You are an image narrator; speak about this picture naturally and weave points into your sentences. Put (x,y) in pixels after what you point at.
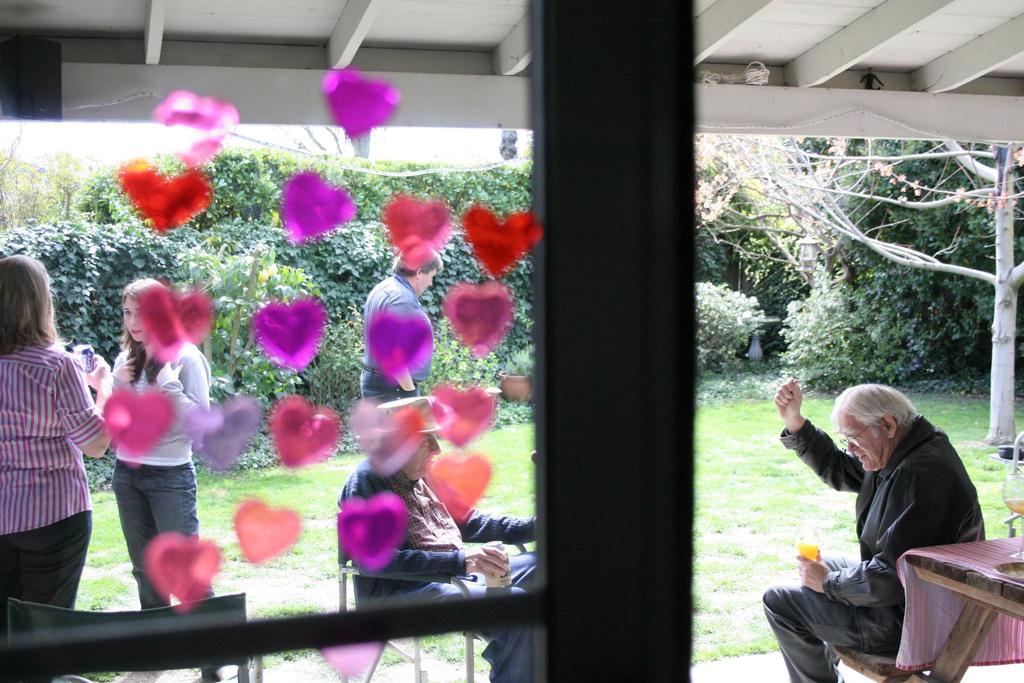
In this picture These two persons (410,570) sitting on the chair (890,666). There is a table (955,589). On the table (964,556) we can see glass (1018,487). This person (859,526) holding glass (814,539). These three persons (417,290) Standing. This grass (745,451). These are trees (247,225). This is glass window (375,633). We can see chairs (387,649).
